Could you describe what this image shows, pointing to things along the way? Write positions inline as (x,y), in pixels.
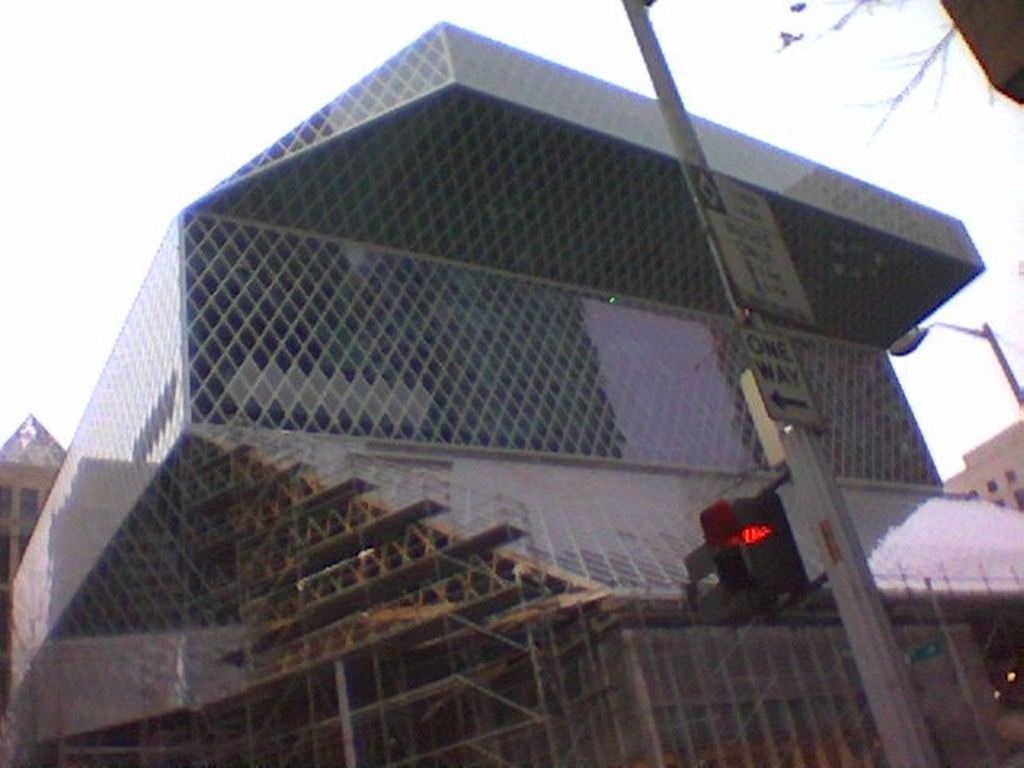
This picture shows buildings (584,423) and we see a pole (801,507) with traffic signal light (778,523) and a pole light (1011,373) and we see a cloudy sky (563,60).
